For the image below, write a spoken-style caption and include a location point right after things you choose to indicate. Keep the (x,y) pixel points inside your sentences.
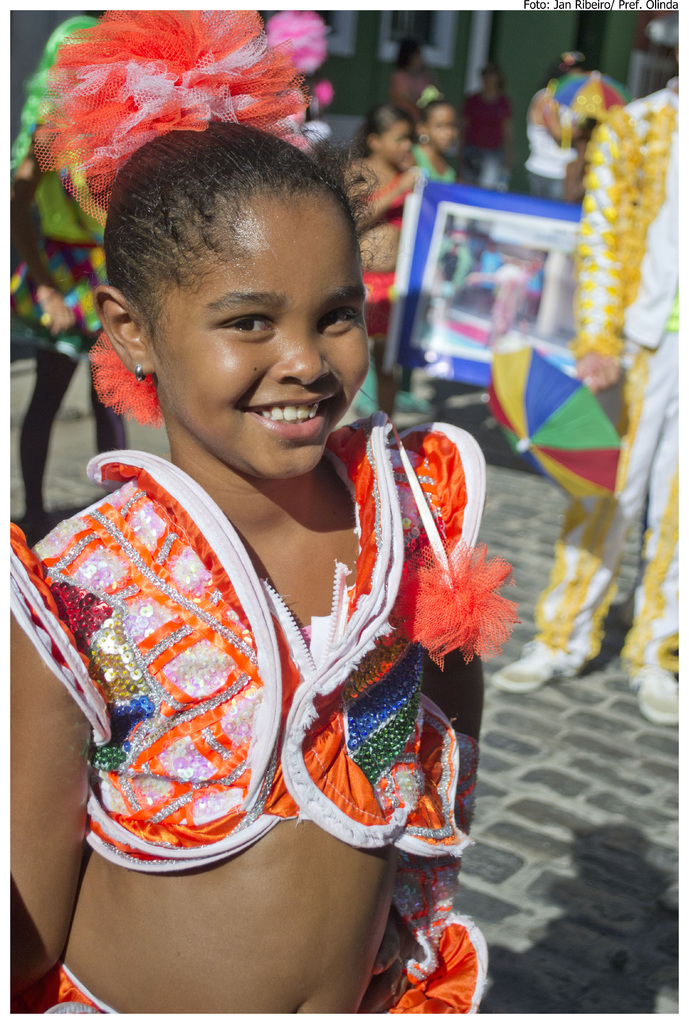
In this image we can see a girl (325,546). She is wearing orange color dress (302,677). Background of the image (625,400) people (634,408) are present.
